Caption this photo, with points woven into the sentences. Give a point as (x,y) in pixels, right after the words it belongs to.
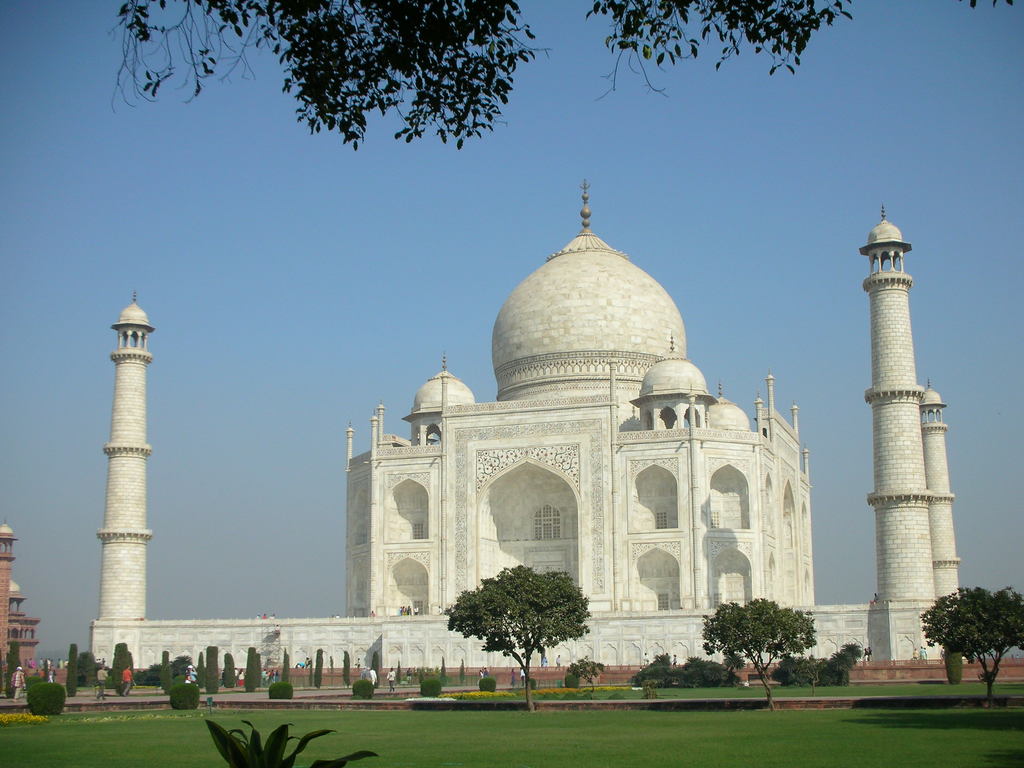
This is a Taj Mahal (660,498). Here we can see grass (373,722), plants (493,680), trees (11,663), and few persons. In the background (547,136) there is sky (766,273).
